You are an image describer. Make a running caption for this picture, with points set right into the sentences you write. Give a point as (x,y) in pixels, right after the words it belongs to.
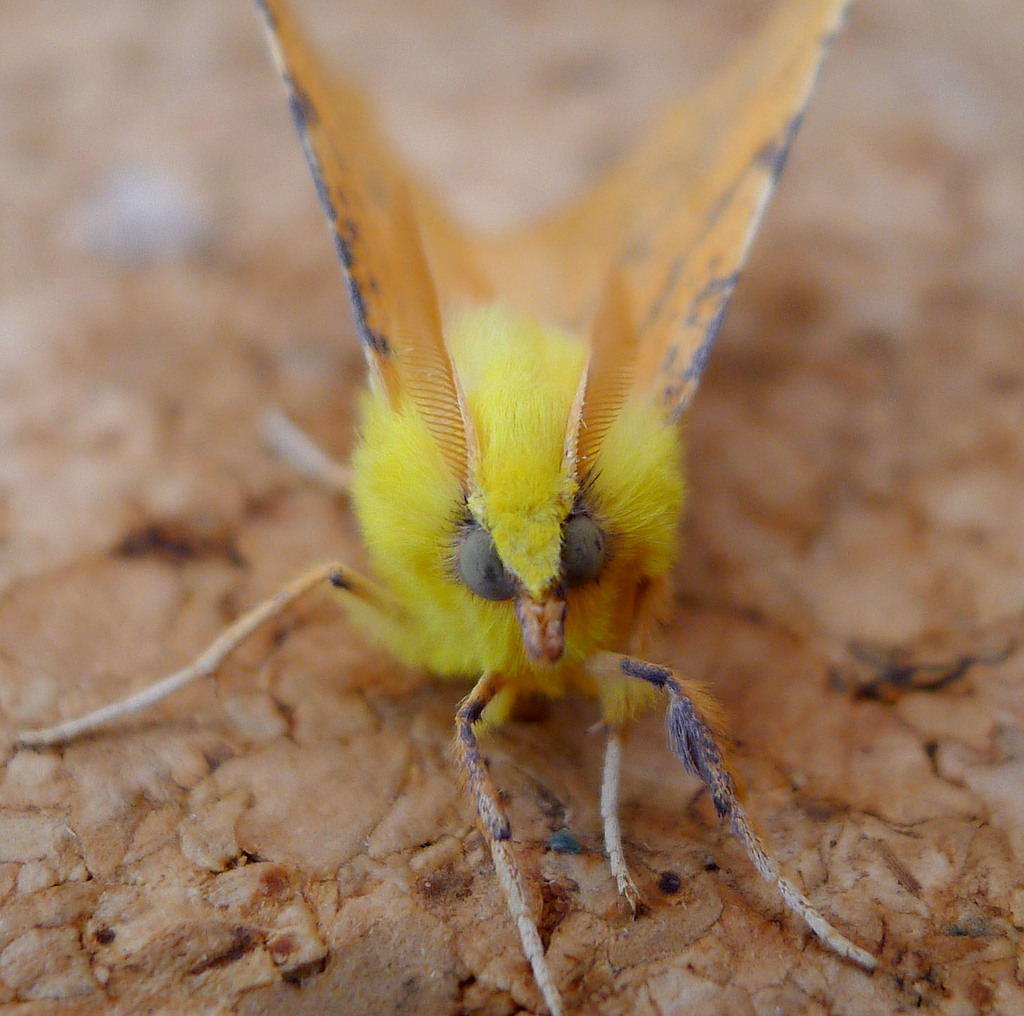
In the center of the image (417,626) there is a insect (387,482) on the surface (398,831).
